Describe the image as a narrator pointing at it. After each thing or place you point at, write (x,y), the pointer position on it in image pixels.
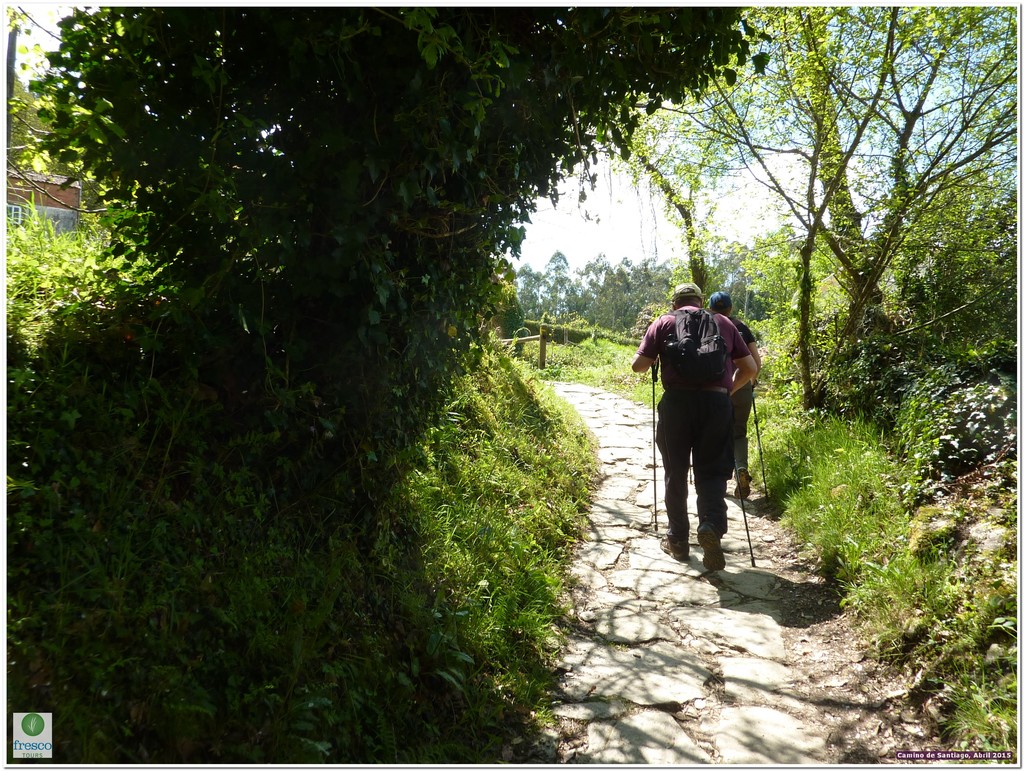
In this picture I can see two persons (721,484) are walking. In the middle (680,455) by holding the sticks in their hands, on the left side (49,292) there are creepers (208,301). In right (930,165) there are trees (655,176), at the top (589,187) it is the sky (569,236).
